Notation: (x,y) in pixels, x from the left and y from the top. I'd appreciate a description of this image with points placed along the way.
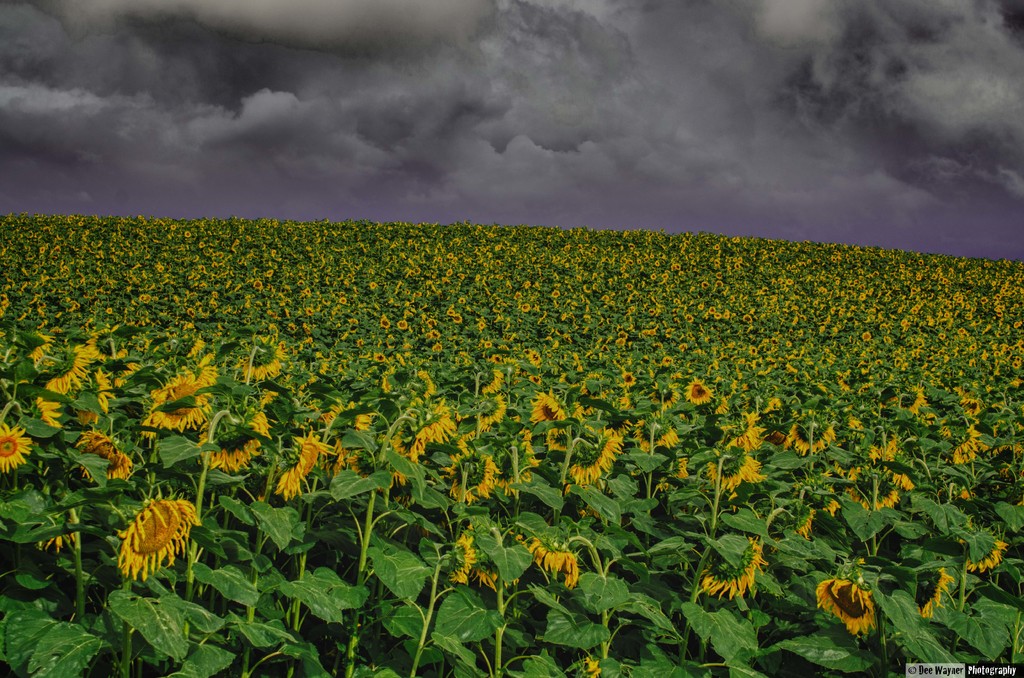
In this image we can see a sunflower farm (487,398). In the background (597,108) we can see sky (420,185) with clouds (556,117).
